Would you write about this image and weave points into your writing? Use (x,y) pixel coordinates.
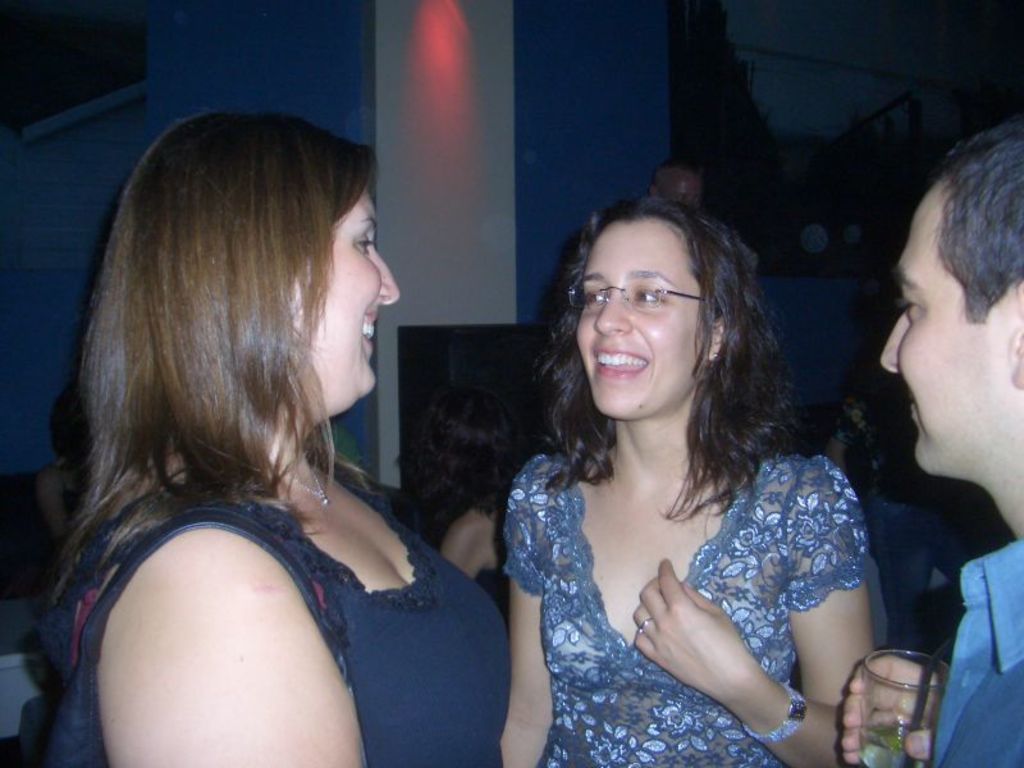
In this image we can see people (602,460) standing and smiling. The man (972,741) standing on the right (938,735) is holding a glass (902,705). In the background (763,278) there are people (433,432), walls (442,138) and light (454,15).
